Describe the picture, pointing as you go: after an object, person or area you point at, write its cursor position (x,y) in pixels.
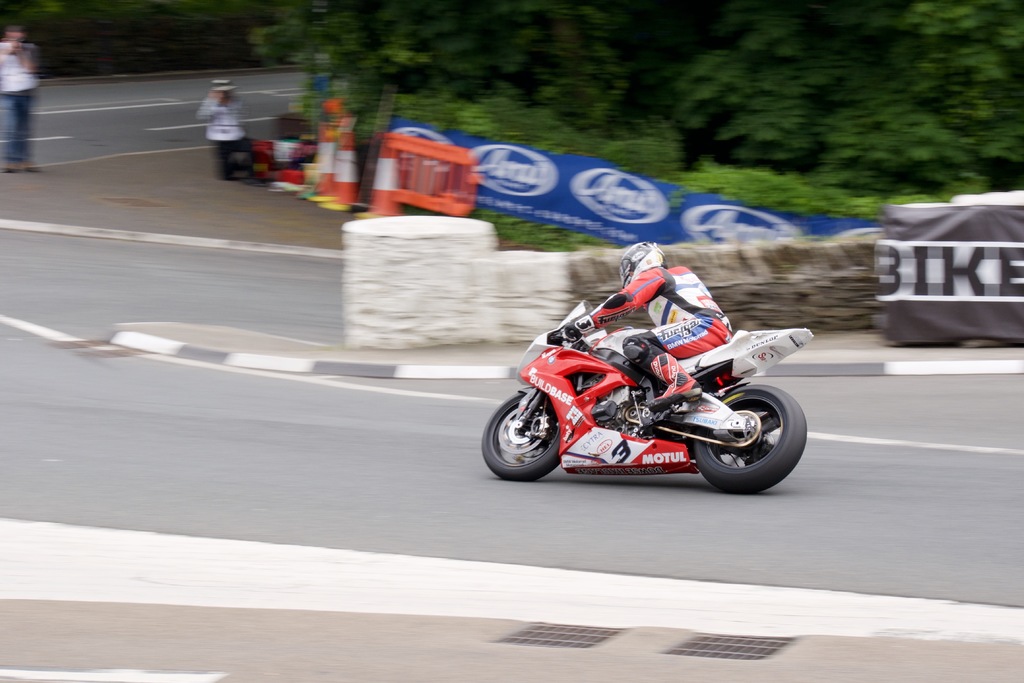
In this image I can see the road (310,477), a person (665,367) wearing red and white colored dress (674,316) is riding a motor bike (627,370) which is red and white in color on the road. In the background (750,45) I can see few persons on the road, few trees (721,107), few traffic poles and a banner (530,162).
